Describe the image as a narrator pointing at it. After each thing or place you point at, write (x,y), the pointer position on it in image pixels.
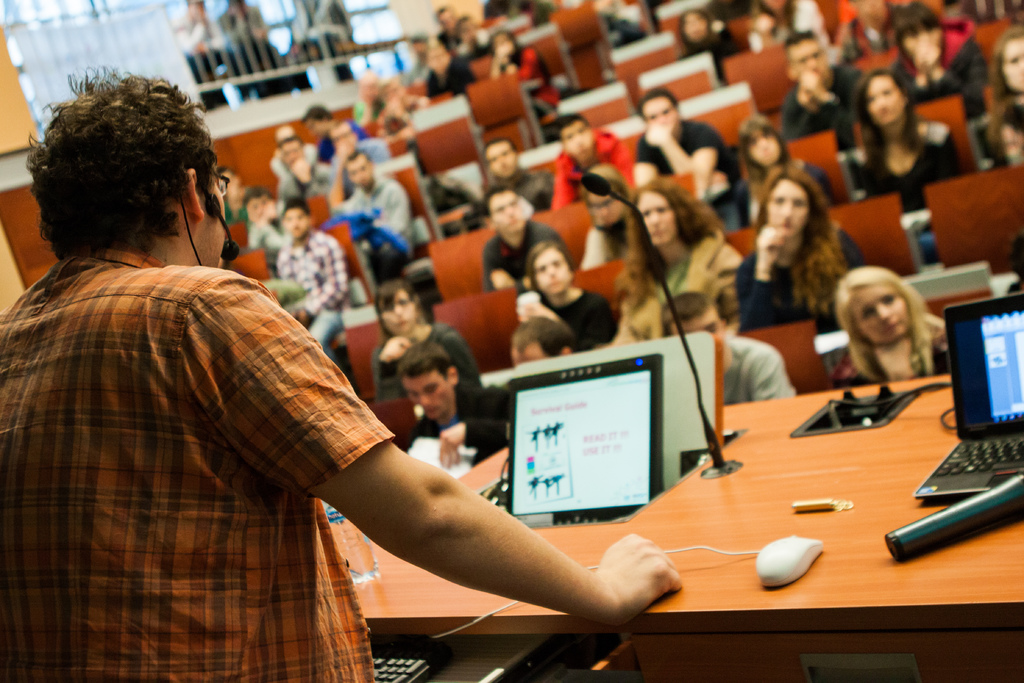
This is an inside view. On the left side (113,397) there is a man (149,483) standing facing towards the back side (172,531). In front of him there is a table (877,548) on which a laptop (990,415), mouse (781,558), mike (941,535), microphone (984,518) and some other objects (586,423) are placed. Under the table (404,631) there is a keyboard (392,669). In the background (668,222) there are many people (356,197) sitting and looking at this man (185,430). In the top left (256,37) there is a railing (236,61), behind there are few people (242,36).
